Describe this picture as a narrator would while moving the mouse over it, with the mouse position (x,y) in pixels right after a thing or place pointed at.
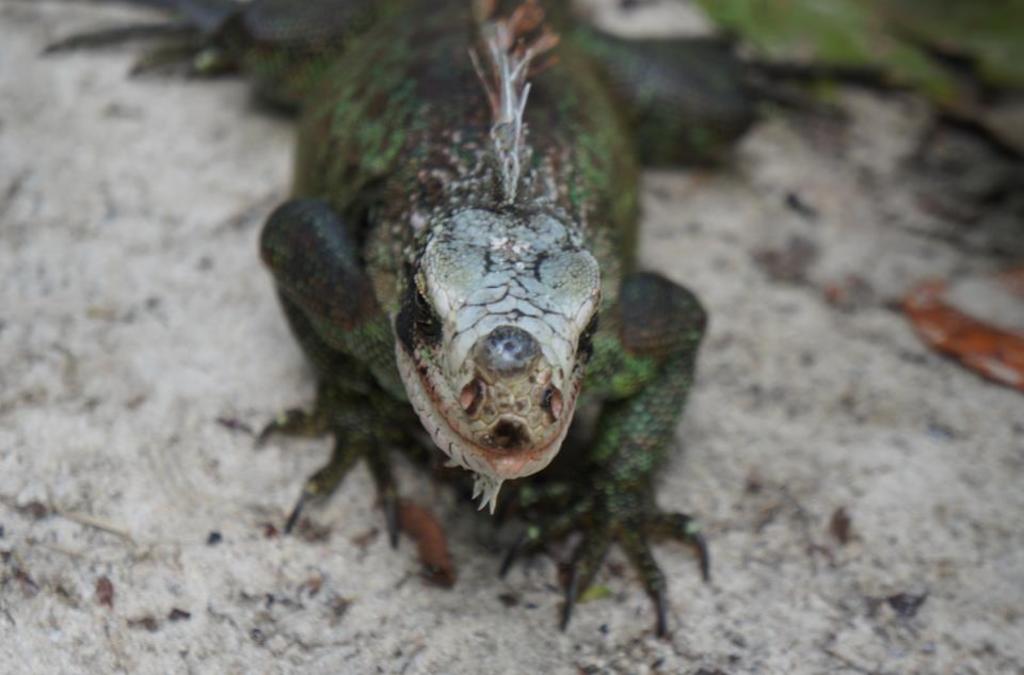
In the image there is a reptile (403,191) and background of the reptile (347,39) is blur.
